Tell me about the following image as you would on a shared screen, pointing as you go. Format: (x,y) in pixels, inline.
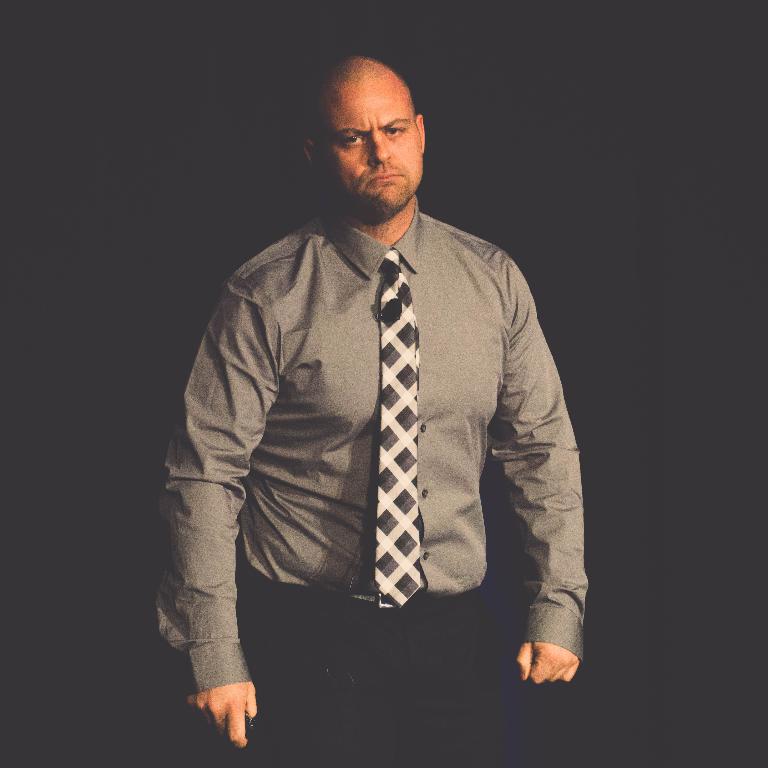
In this image I can see a man (271,266) is standing and I can see he is wearing shirt (464,535) and a tie (410,320). I can also see black colour in the background (470,59).
